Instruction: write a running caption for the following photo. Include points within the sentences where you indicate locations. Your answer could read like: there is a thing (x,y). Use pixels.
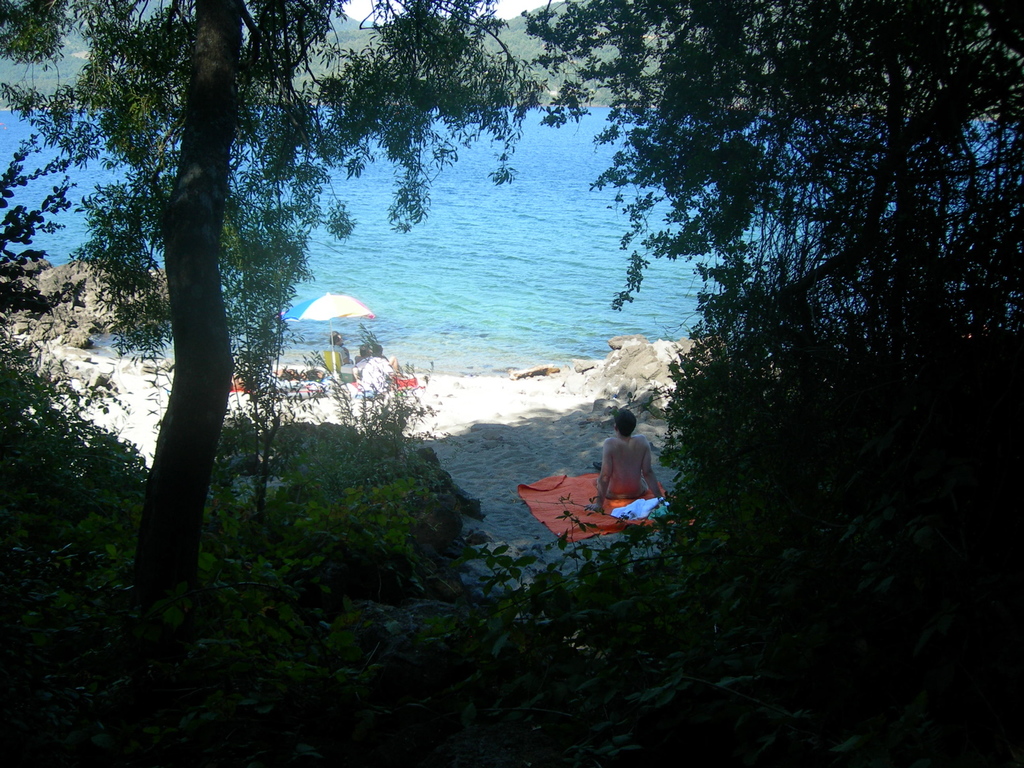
In this image there is a beach (432,422) in front of that there is an umbrella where people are sitting under it and also there is another man (639,481) sitting on the cloth (527,497), behind them there are so many trees (939,741).
